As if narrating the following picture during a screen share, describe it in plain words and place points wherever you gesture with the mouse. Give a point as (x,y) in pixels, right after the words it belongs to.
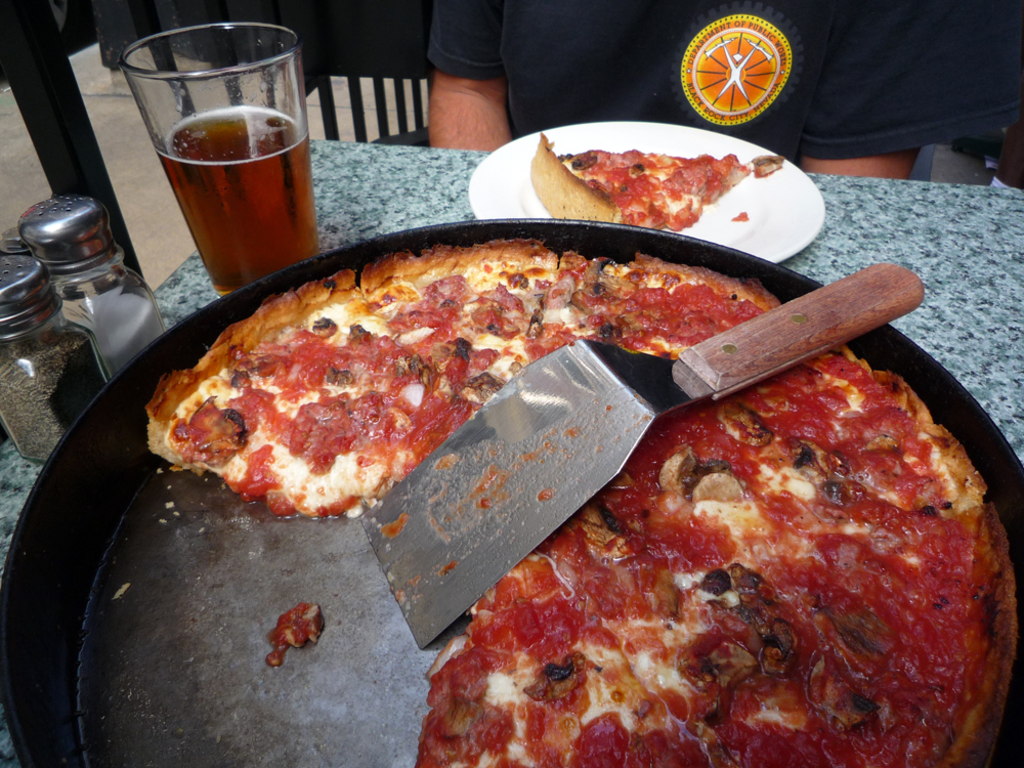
It is a pizza (736,560) in the pan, this is the beer glass (267,189). On the left side (120,344) there are glass jars (102,338).
